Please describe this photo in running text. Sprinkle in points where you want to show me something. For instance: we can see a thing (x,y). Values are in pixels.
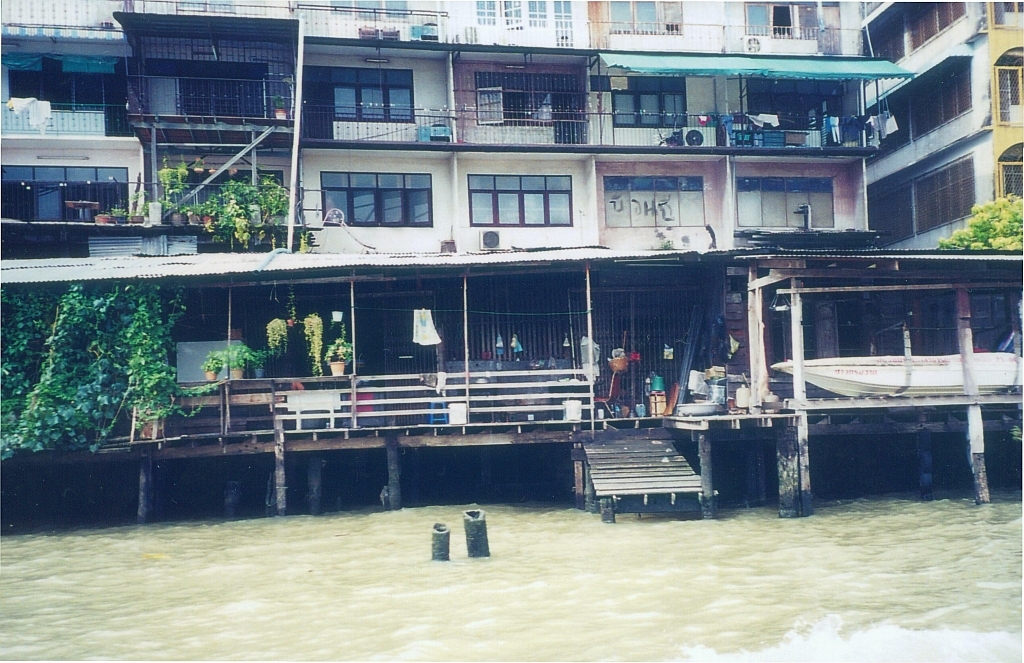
In this image I can see buildings (525,301), plants (14,343), flower pots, fence (371,403) and a boat (874,392) on the building (680,363). Here I can see water (417,575). Here I can also see windows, clothes (427,321) and some other objects (483,358) on the building (592,257).
